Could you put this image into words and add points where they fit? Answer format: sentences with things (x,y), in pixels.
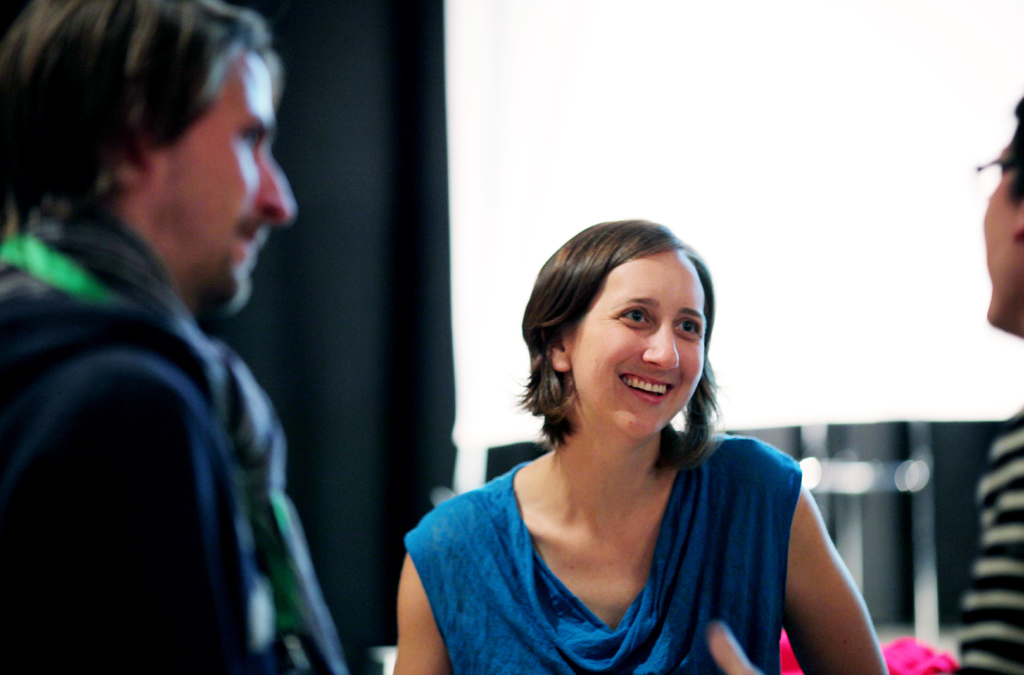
In the foreground of the image (581,439) there are people (570,490). In the background of the image (378,291) there is a black color curtain (340,287).
